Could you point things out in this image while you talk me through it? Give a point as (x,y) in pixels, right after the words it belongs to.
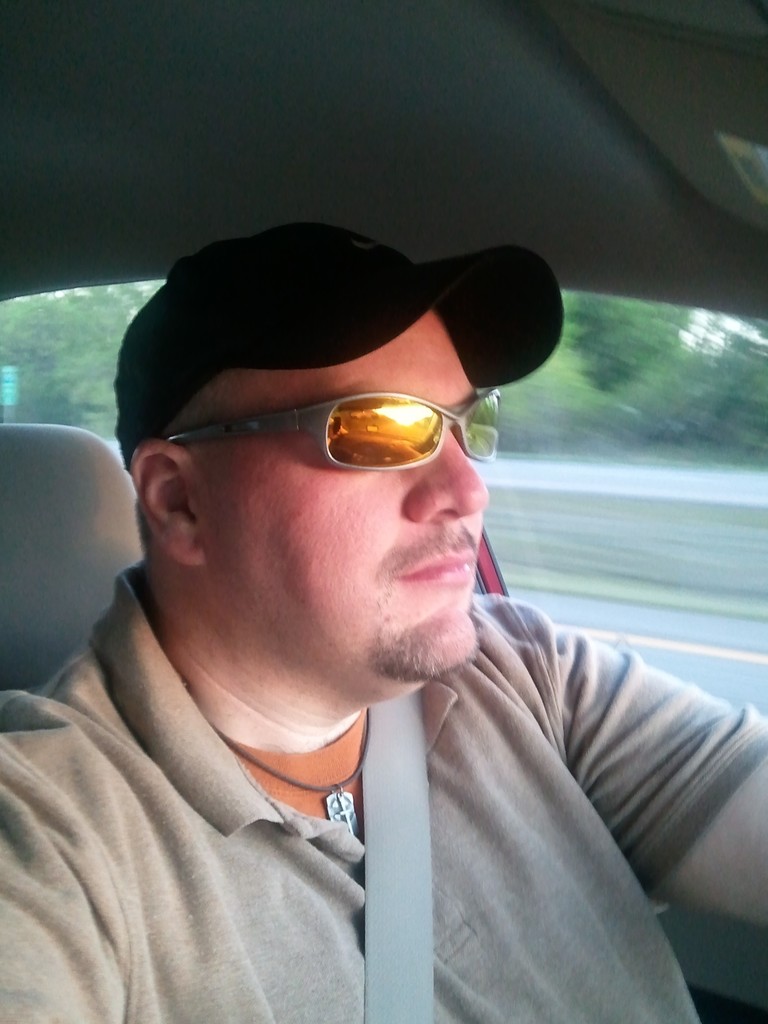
In this image we can see a person (495,887) is wearing a cap (239,271), specs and ash color shirt (503,867). He wore seat belts (378,972) and sitting in a car (116,35).
